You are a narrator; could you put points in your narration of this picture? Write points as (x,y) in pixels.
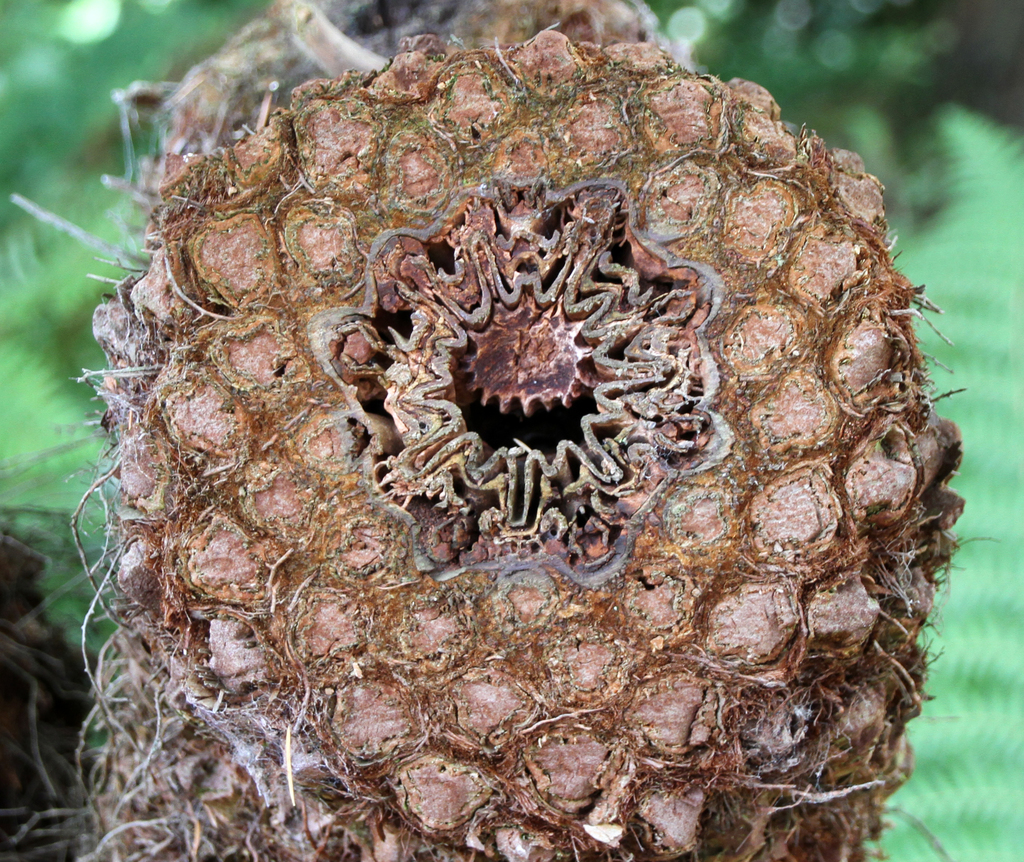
In this image I can see the brown colored object (414,326) and in the background (80,445) I can see few blurry objects (55,170) which are green in color.
